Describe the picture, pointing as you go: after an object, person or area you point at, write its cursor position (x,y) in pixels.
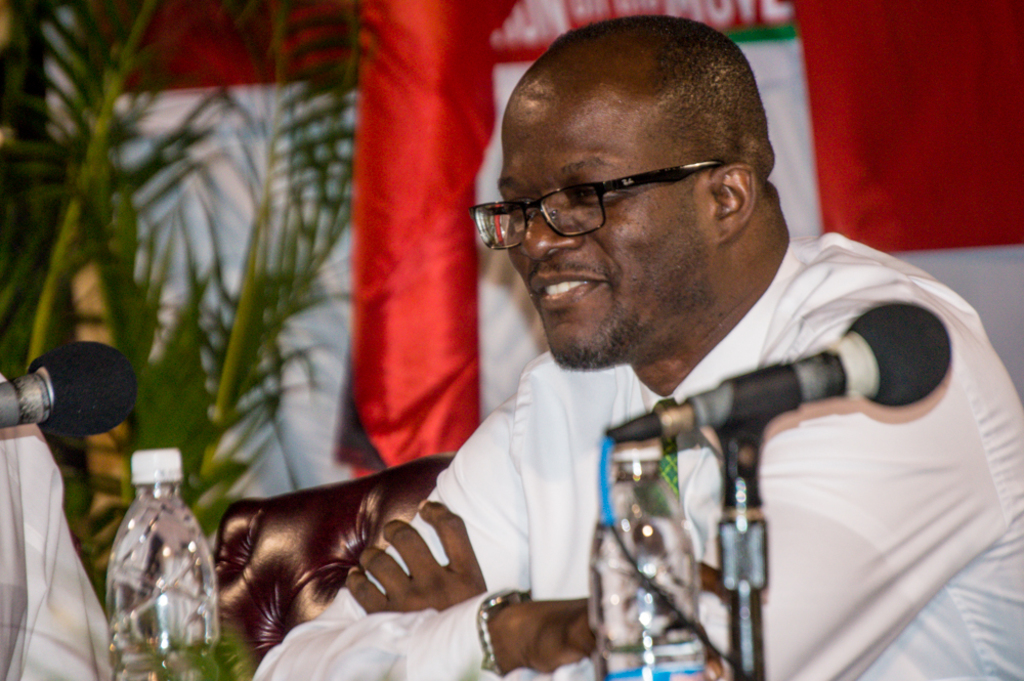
In this image a man (535,240) is sitting on the chair (402,482) with a smiling face (601,269). In the right side of the image (928,324) there is a mic (667,411) and a water bottle (680,594). In the left side of the image (55,266) there is a tree (131,285) and in the background (780,57) there is a flag (413,117) and a curtain (399,169).
